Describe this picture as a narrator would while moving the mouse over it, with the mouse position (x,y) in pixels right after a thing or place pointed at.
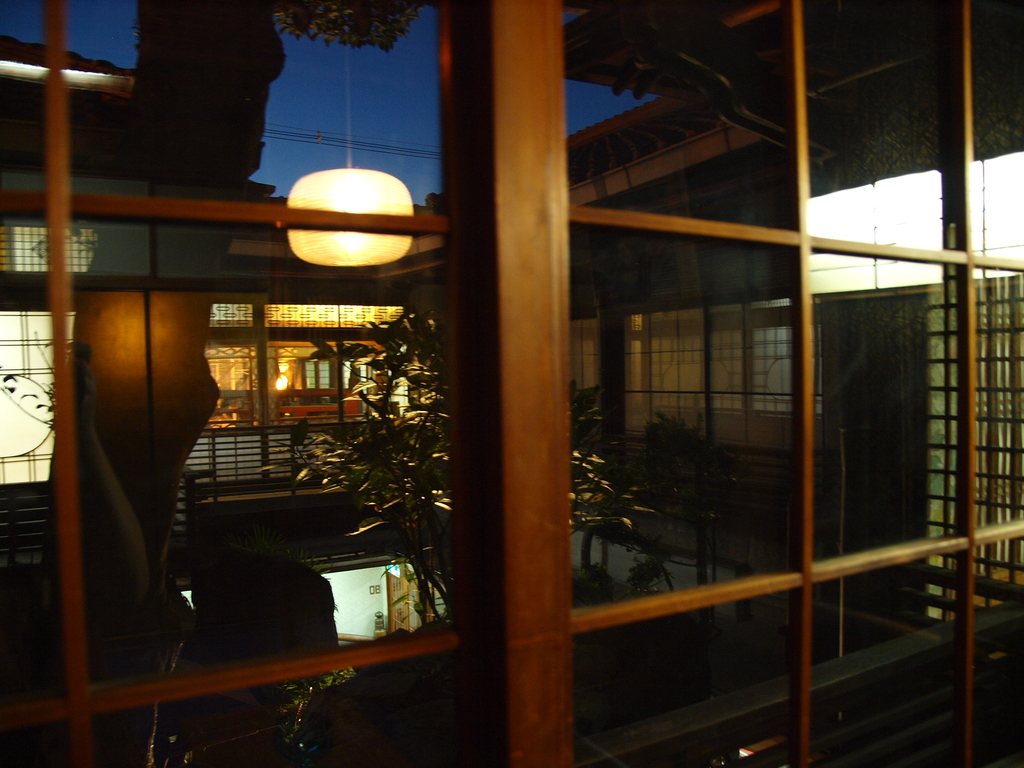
As we can see in the image there is reflection (724,261) of window (737,321), plant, screen (733,362), light (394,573) and at the top (362,149) there is sky (417,95). The image is little dark.
